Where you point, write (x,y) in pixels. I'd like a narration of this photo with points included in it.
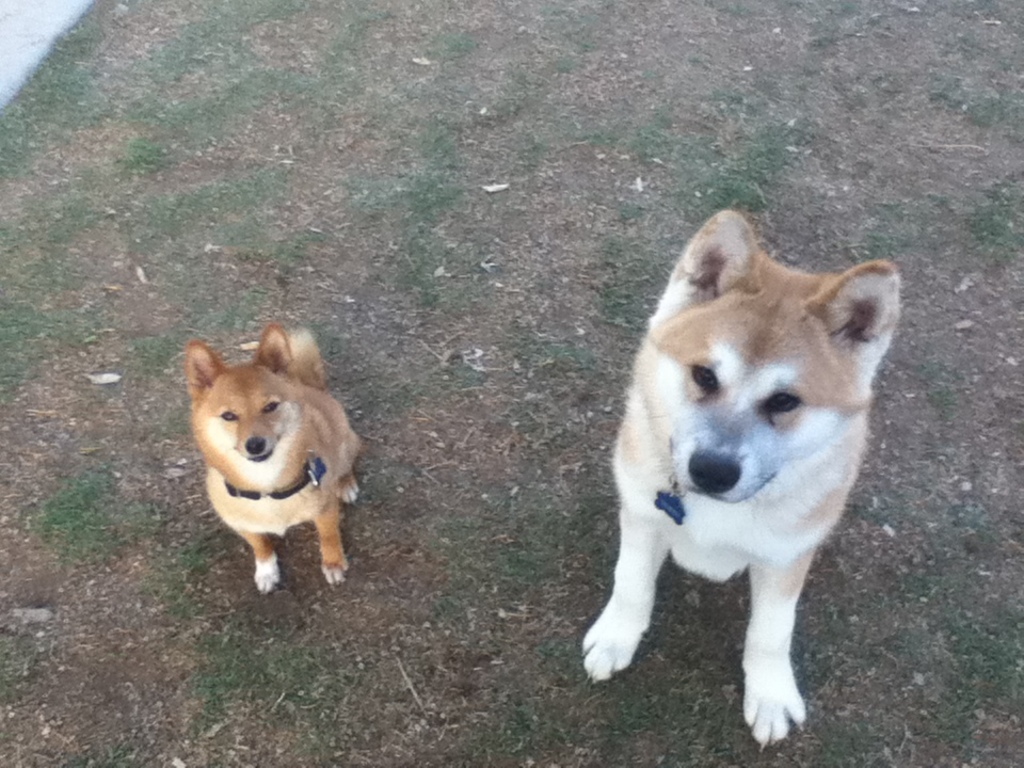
In this image we can see one big dog (726,501) and one small dog (257,374) with belts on the ground (401,497). There are two lockets (672,503) attached to the dogs belts (305,474), one white object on the top left side (3,90) corner of the image, some objects (495,189) looks like dried leaves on the ground (782,176) and some grass (35,89) on the ground (371,685).
